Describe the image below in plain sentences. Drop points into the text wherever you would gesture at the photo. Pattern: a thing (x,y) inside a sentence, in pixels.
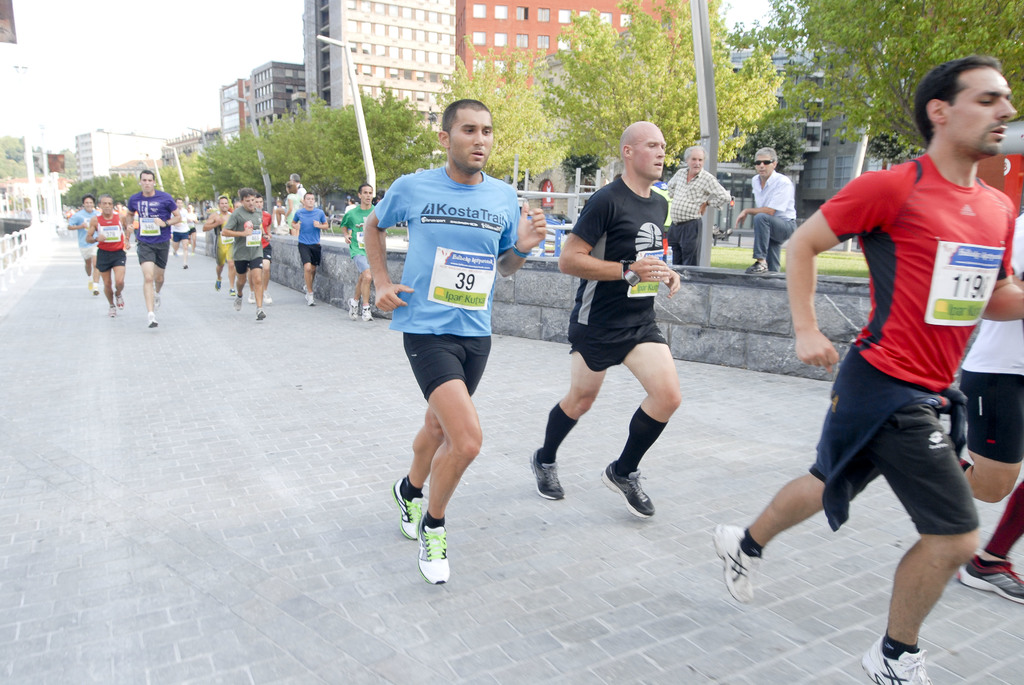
In this image there are some persons (436,319) running in middle of this image (416,299) and there are some trees (419,158) in the background (556,162). There are two persons (705,211) standing on the right side of this image (718,196). There is a road (213,413) in the bottom of this image (263,503) and there are some buildings (558,81) on the top of this image (403,27). There is a sky (119,51) on the top left side of this image (122,39).
